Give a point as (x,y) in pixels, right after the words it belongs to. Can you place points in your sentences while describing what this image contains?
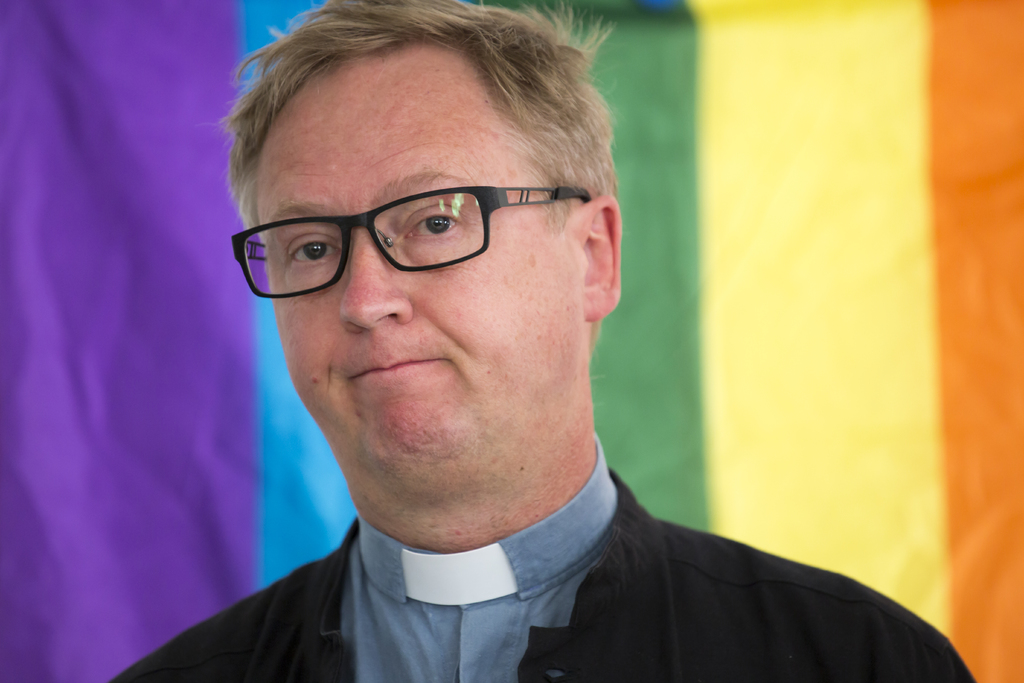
In the image there is an man (355,198) with black glasses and black jacket (161,660) standing in front of flag (800,285) with colorful stripes (700,357) on it.
